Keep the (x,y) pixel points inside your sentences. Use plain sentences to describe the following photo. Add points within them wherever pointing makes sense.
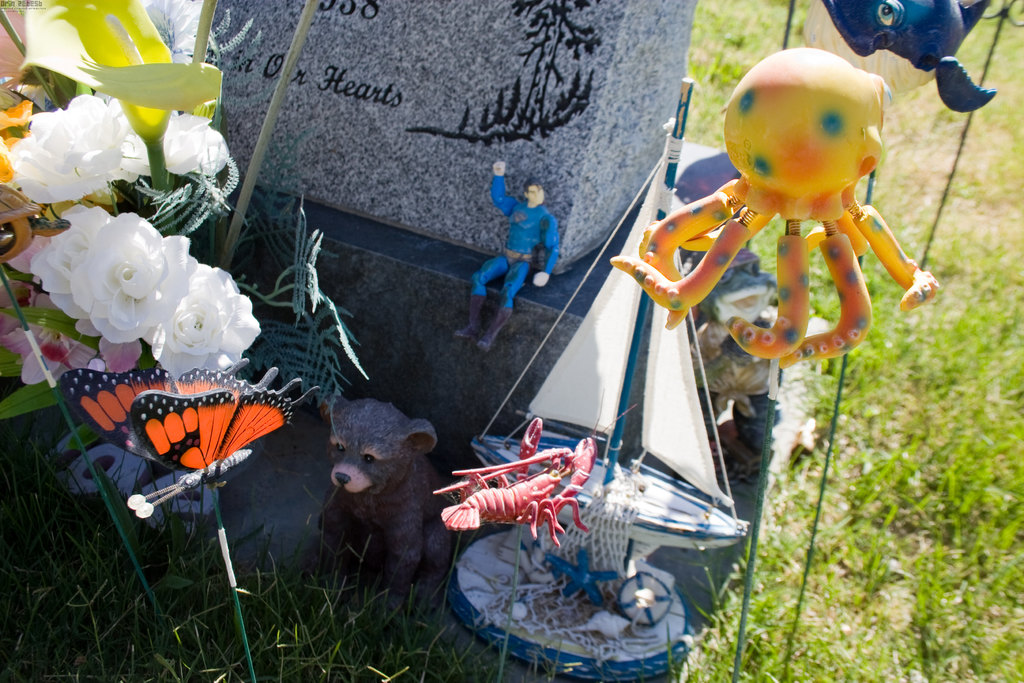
In the foreground of this image (787,297), there are few toys (574,408), a flower vase (60,198) on the left (103,29) and also a stone like an object (439,143). On the right (944,476), there is the grass (936,482).
